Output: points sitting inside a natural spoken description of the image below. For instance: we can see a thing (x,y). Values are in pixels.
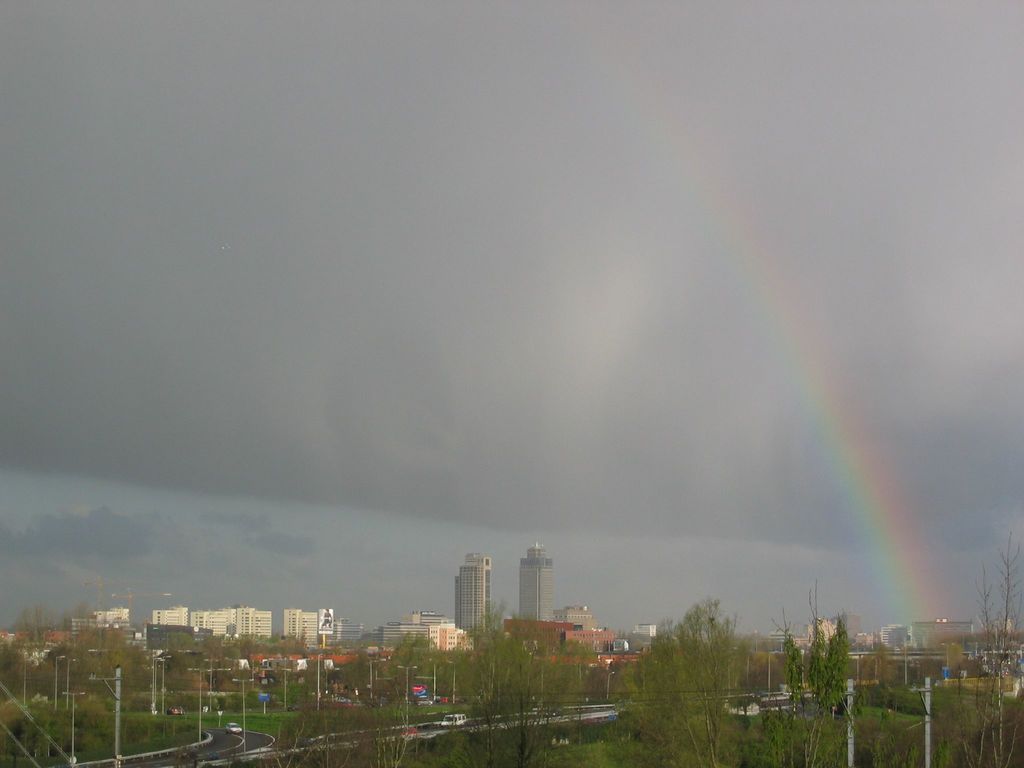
In this picture I can see few trees (459,650), buildings (308,611) and I can see few poles (929,713) and I can see cloudy sky (571,380) and I can see a rainbow (811,354) and few vehicles (445,726) moving on the road (454,726).
